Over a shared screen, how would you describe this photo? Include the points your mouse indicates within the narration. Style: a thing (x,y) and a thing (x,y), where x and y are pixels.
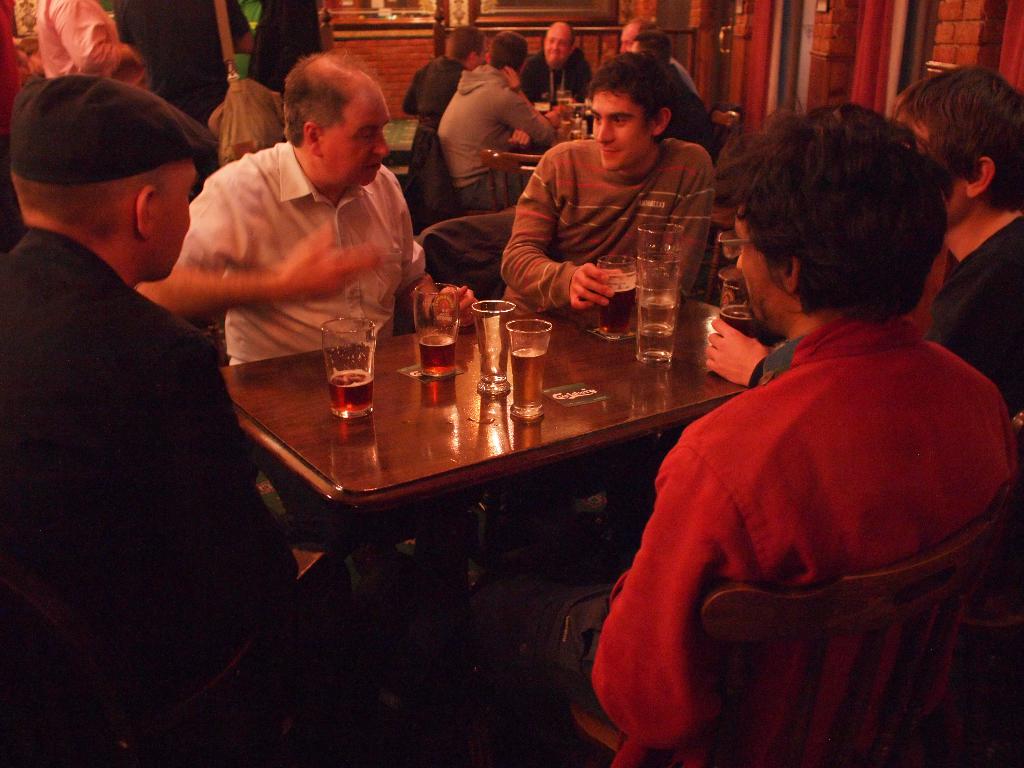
In this image I can see the group of people (793,503) sitting on the chairs (867,670). In-front of them I can see the table (542,431) with glasses (480,360). At the background (225,59) I can see some people (209,56) are standing and one person (221,84) is wearing the bag (258,114).
